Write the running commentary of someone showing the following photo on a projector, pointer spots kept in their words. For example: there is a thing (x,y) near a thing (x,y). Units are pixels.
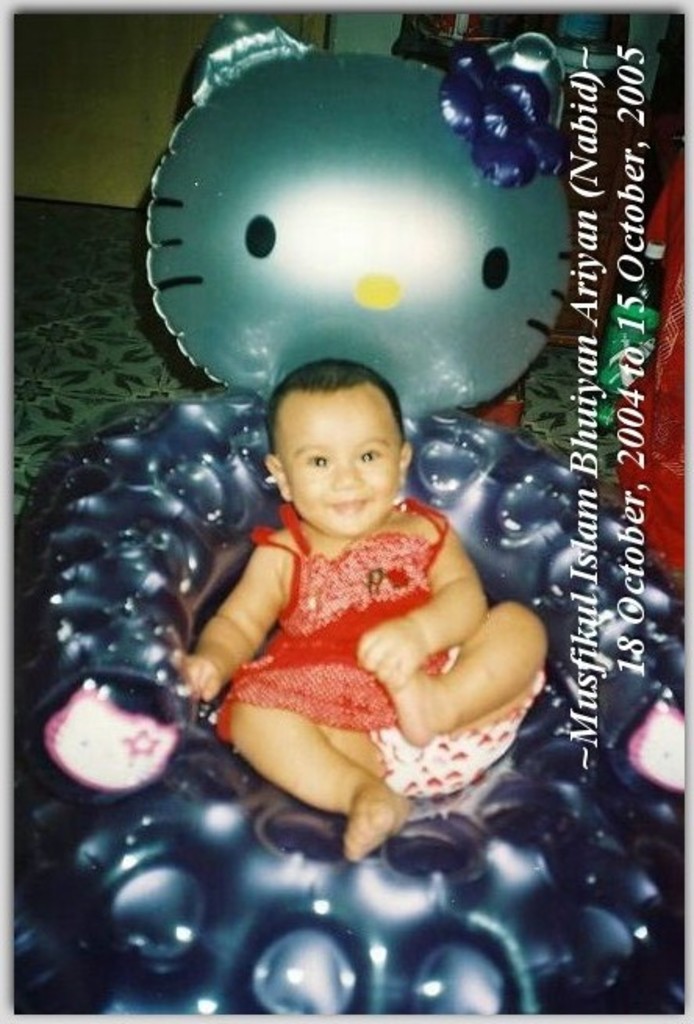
In this picture we can see a child (273,562) smiling and sitting on a balloon chair (117,490), some text (627,666) and in the background (134,169) we can see the wall (132,87) and some objects (573,119).
